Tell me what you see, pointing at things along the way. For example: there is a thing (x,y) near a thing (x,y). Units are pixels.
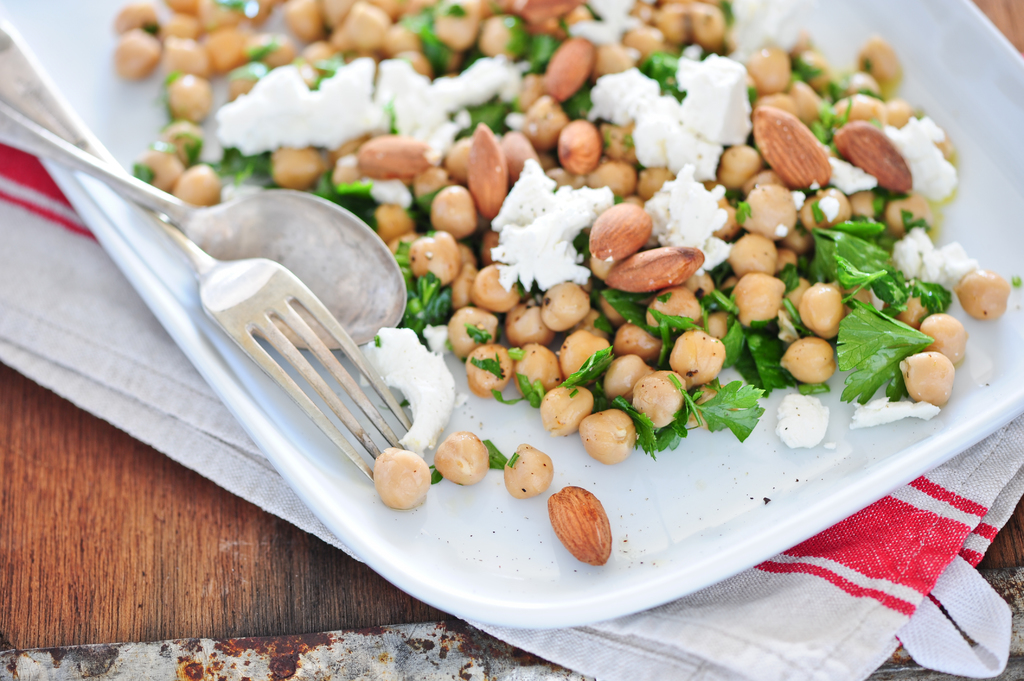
At the bottom of the image (112,582) there is a table (278,525), on the table (107,484) there is a cloth (19,165) and plate (895,474) and spoon (230,222) and fork (275,365) and chickpeas (446,225).
